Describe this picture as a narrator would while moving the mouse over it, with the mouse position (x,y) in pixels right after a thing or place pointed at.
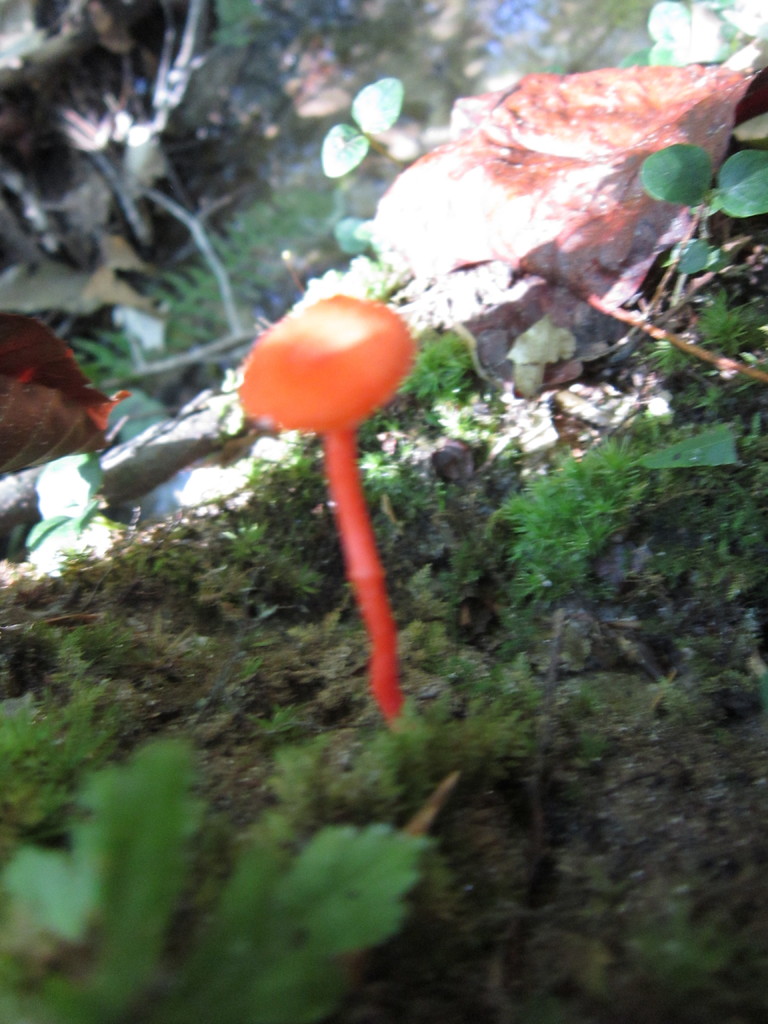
In the center of the image (353,372) we can see a mushroom (328,379) on the moss (331,621) and there are leaves (544,192). At the bottom (159,833) there is grass (155,820).
